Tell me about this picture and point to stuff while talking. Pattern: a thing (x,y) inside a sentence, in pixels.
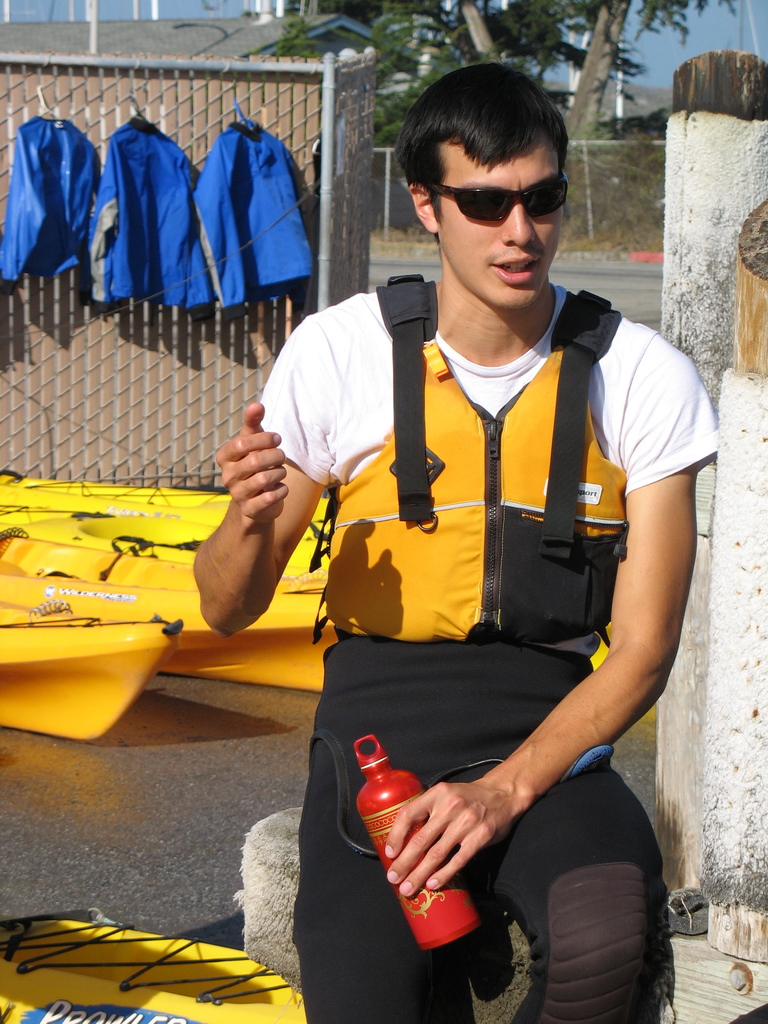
This man (504,297) wore jacket (545,419), goggles (533,186) and holding bottle (369,818). At background (255,215) we can able to see jackets (119,194), boats (136,517) in yellow color and trees (432,42).
